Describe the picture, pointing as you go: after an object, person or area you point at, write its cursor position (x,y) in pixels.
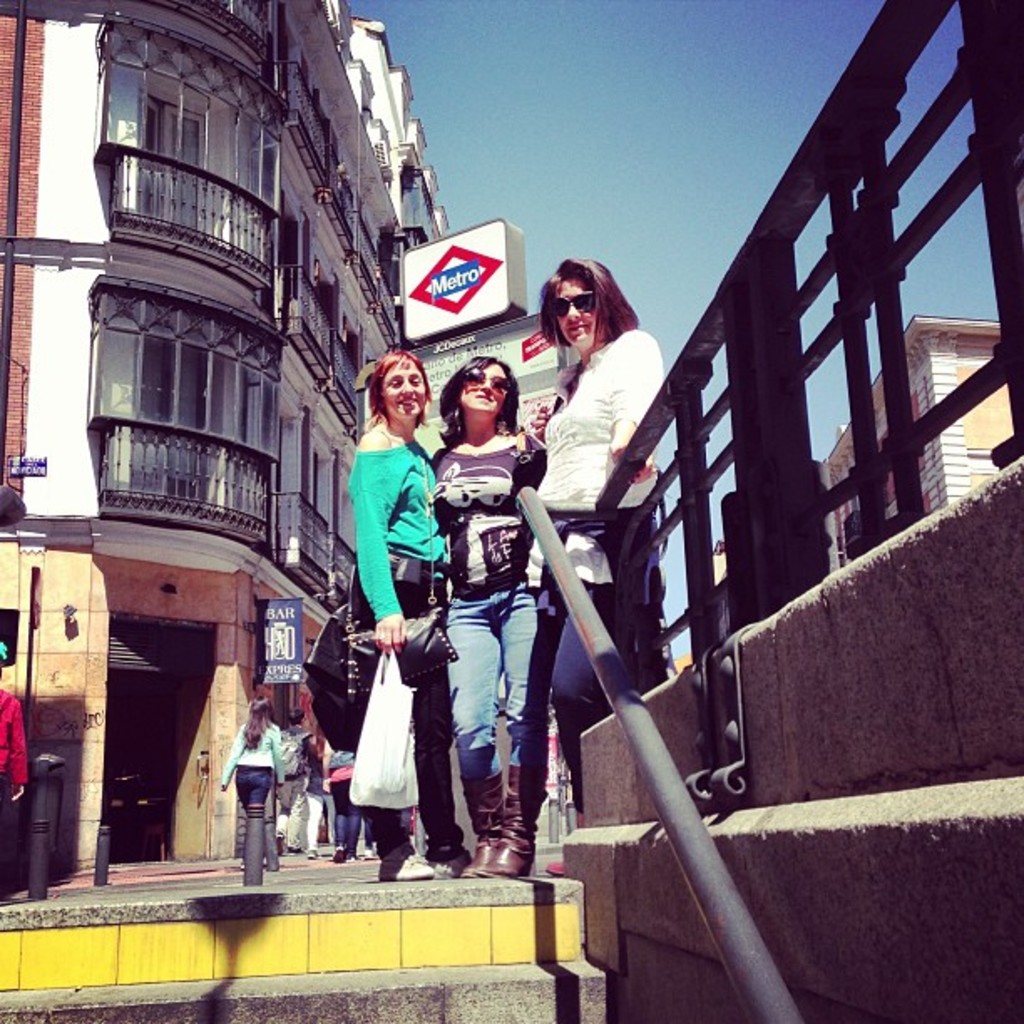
In this image we can see the buildings (179,617), few boards (515,362) with text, few objects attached to the building (46,611), one fence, one object (735,768) attached to the wall (813,712), some poles (30,632), one signal light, one staircase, one rod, one banner (276,634) with text (293,648), few people (332,806) are walking, three women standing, one person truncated on the left side of the image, two persons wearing bags (353,662), few people (645,483) are holding objects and at the top (756,44) there is the sky (730,10).
